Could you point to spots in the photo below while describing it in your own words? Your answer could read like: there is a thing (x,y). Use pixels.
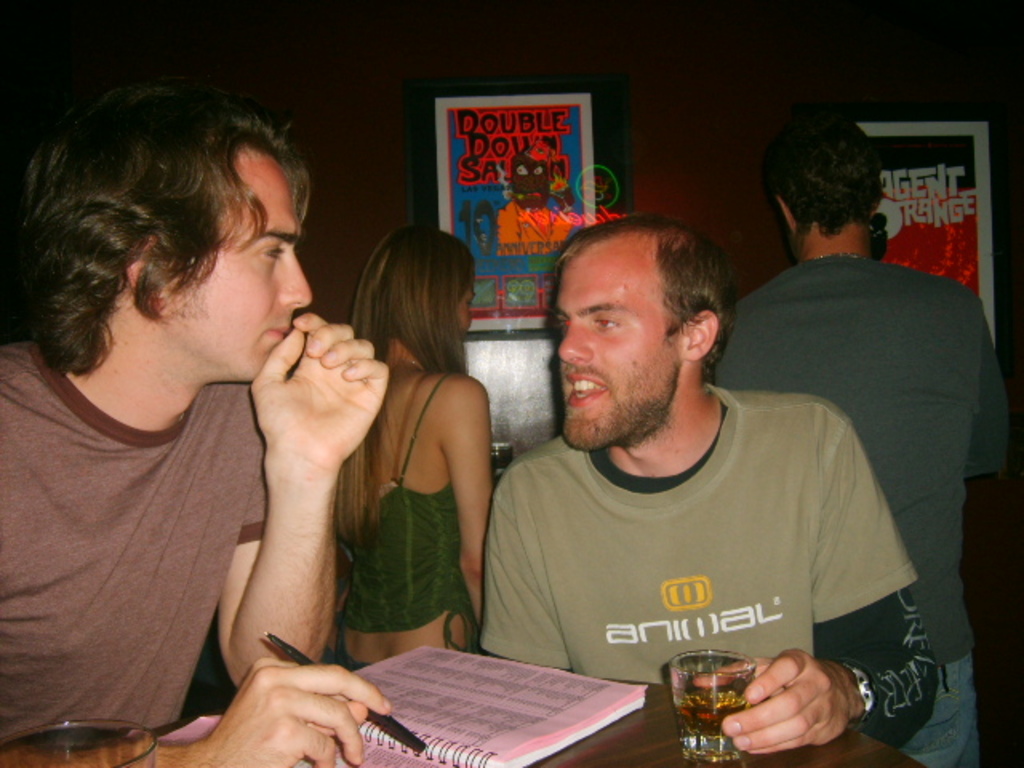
In the foreground of the image (277,421) there are two men (670,471) talking with each other, in front of the two men (645,527) there is a table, on top of the table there is a book (508,698), one of the man (689,477) is holding a glass of drink (680,714), in the background of the image (441,408) there is a woman (432,357) and a man (775,317), in front of them there is a photo frame (553,168) on the wall (384,123).
